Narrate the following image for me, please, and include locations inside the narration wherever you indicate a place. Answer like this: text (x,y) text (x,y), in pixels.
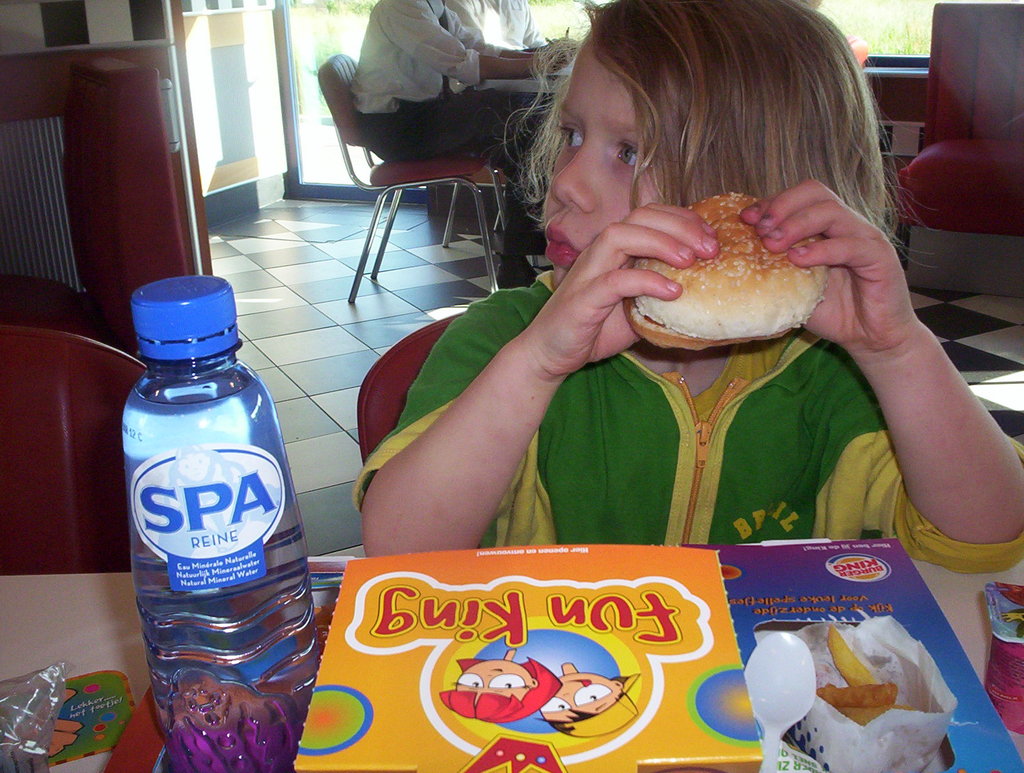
Boy (565,439) in green and yellow jacket (595,440) who is sitting on the chair (396,406) is holding burger (655,320) in his hand (664,220) and in front of him, we see a white table (100,627) on which box (493,678), water bottle (305,678) and plastic cover (8,706) are placed. Behind him, we see a person (446,126) sitting on chair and behind them, we see a window (887,41) from which we see grass (890,34).
